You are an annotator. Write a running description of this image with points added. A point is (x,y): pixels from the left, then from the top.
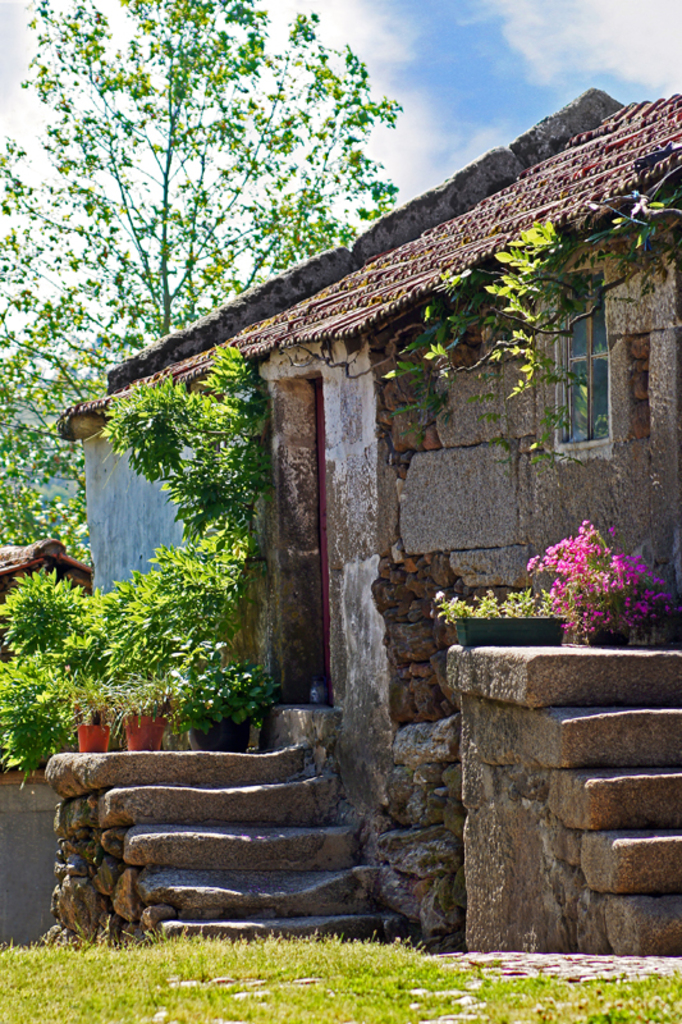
In this image we can see one house (399,416), two staircases (191,815), two plants (574,610) with flowers (611,582) in the pots (601,638), some plants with pots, one object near the wall (441,666), one object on the left side of the image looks like a roof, some stones (275,544), some trees (347,143), plants (4,688) and grass (586,989) on the ground (559,979). At the top (638,25) there is the cloudy sky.
